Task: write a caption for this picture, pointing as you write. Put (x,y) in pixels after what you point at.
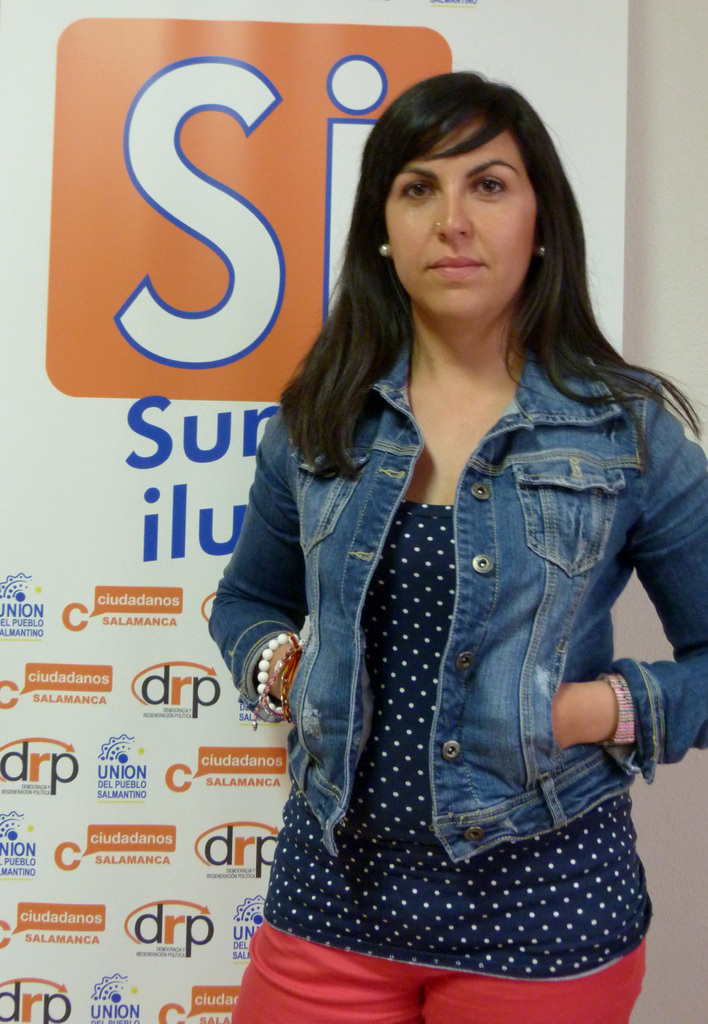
In this image we can see woman (475,454) standing on the floor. In the background (95,303) there is an advertisement (112,93).
